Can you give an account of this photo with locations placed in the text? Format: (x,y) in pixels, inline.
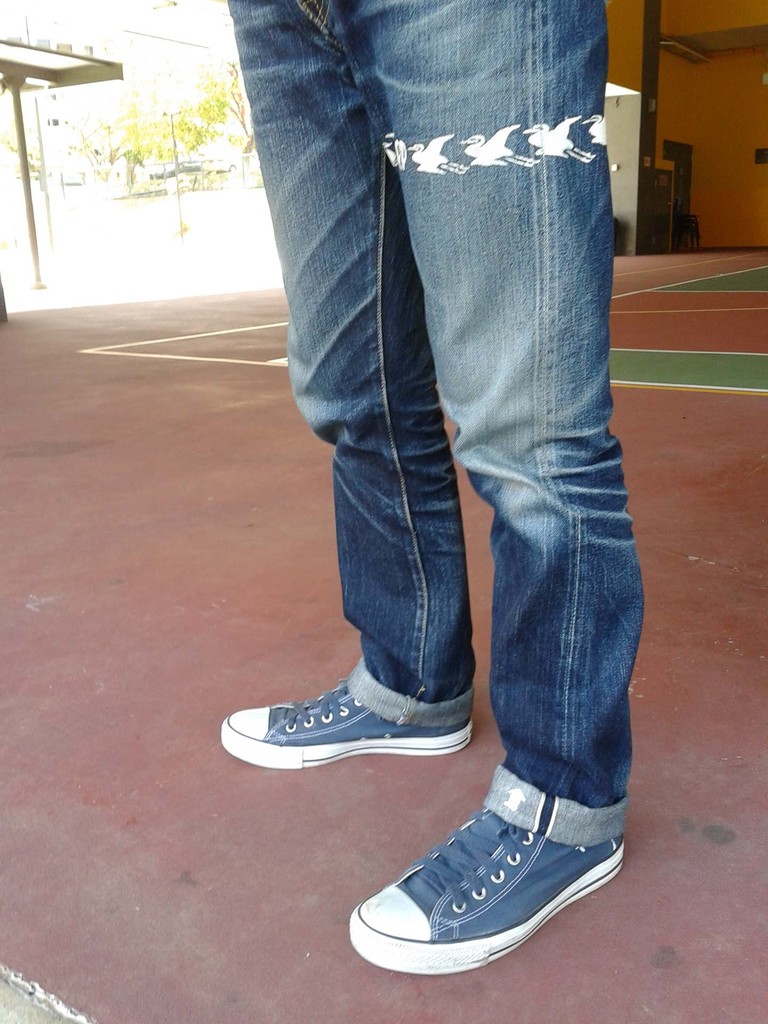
This picture shows a human (377,718) he wore a blue color jeans (402,469) and blue and white color shoes (399,746) and we see trees (164,97).
